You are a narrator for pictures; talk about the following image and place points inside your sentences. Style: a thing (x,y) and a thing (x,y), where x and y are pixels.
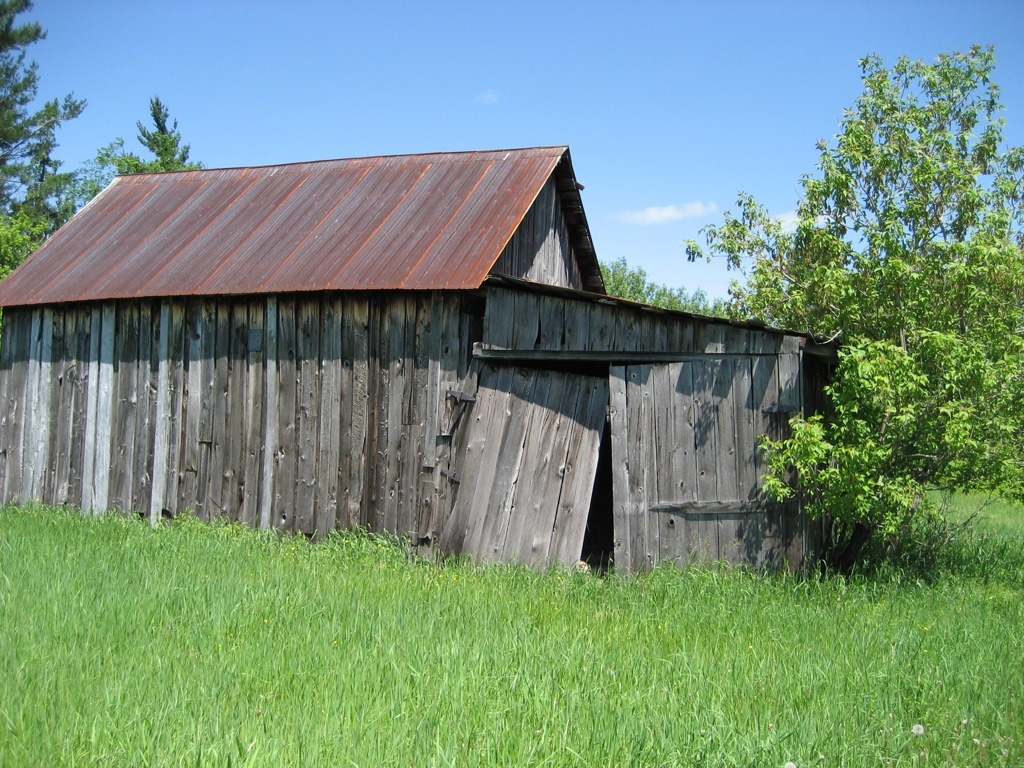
In the image in the center (459,274), we can see the sky (666,30), clouds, trees (831,425), grass (929,611) and one wooden house (478,449).
